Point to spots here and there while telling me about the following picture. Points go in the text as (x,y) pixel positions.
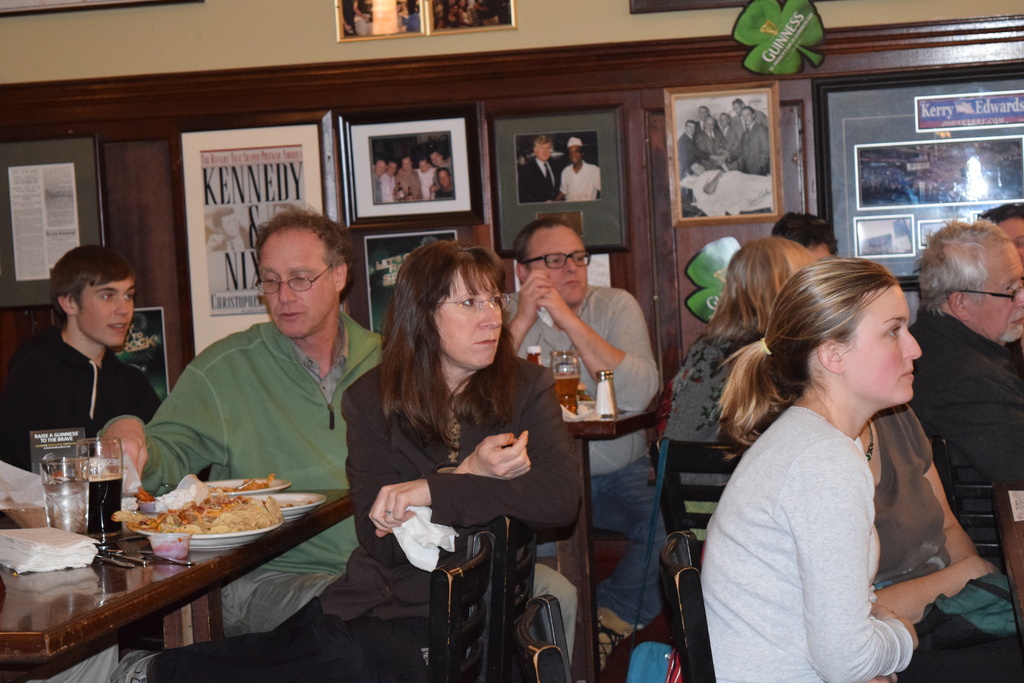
In this image there are group of people (475,489) sitting on chairs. To the left corner (58,593) there is a table (331,518), some glasses (65,491), tissues (87,543) and food (246,526) are placed on that table (261,550). In the middle (450,277) there is a woman (390,605) she wear a black dress (428,592) and also spectacles (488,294), she is holding a tissue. To the right (766,483) there is an another woman (783,485), she is wearing a grey T shirt (785,580) and staring. In the background (758,147) there is wall (805,90) full of photo frames (772,158). To the left corner (130,309) there is a man (122,384) and he is wearing a black.
